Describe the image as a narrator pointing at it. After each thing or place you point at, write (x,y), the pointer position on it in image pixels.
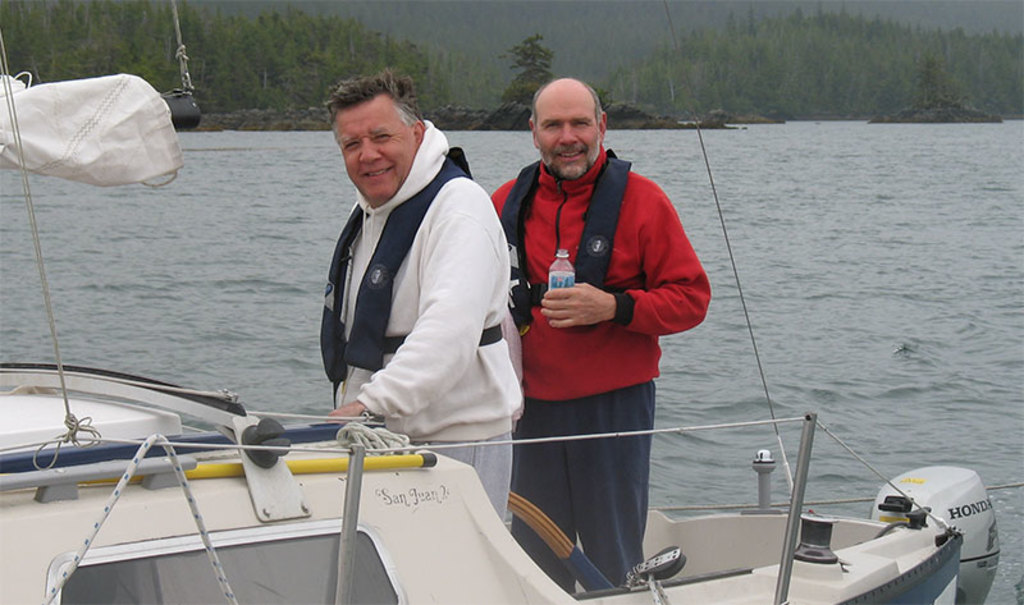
In this picture we can see two men (386,213) standing and smiling, cloth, rods (782,600), ropes (65,423) on a boat (810,594) and a man (500,211) holding a bottle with his hand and this boat (110,395) is on water (780,427) and in the background (268,74) we can see trees (960,59).
